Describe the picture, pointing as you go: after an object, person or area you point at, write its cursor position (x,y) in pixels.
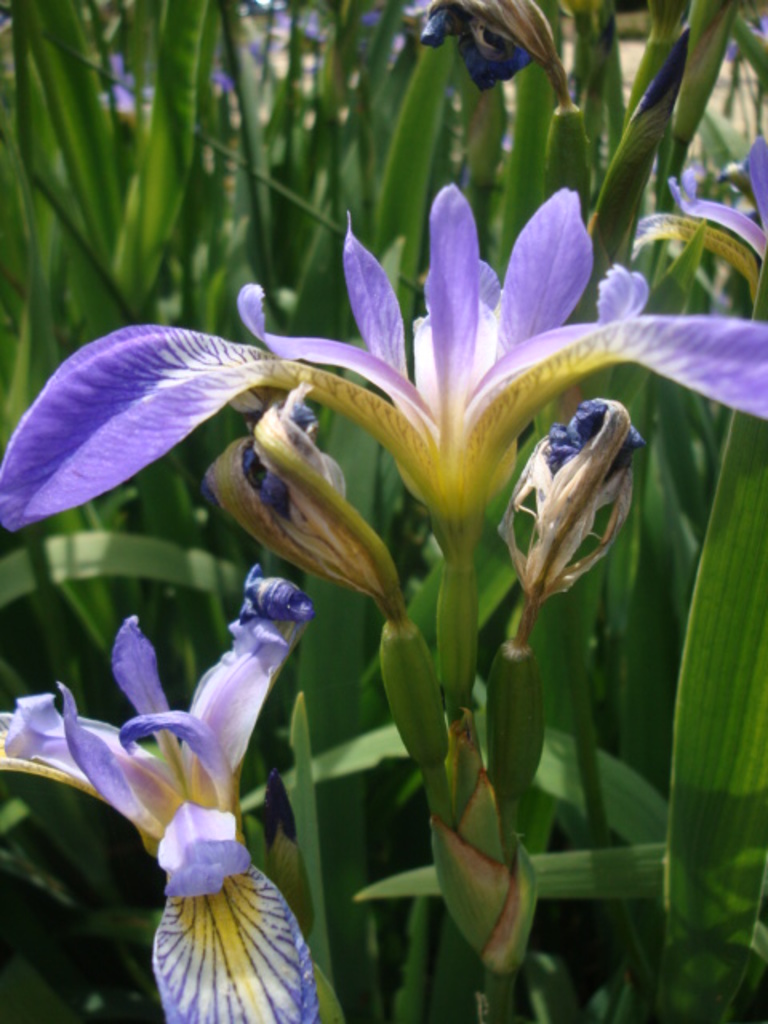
In the image in the center (510,369), we can see plants (621,614) and few flowers (442,480), which are in violet and yellow color.
